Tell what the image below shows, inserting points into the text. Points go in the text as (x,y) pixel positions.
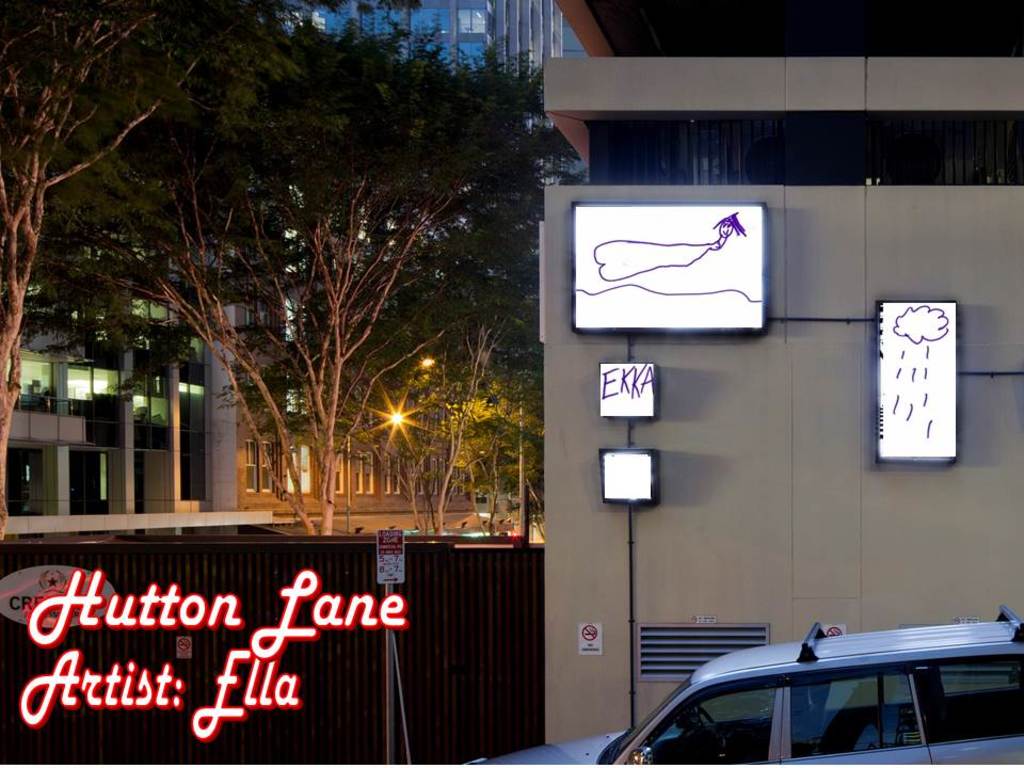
In this image, we can see a few buildings (345,491), windows (41,450), walls (57,522), pillars (67,505), trees (474,484), lights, boards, stickers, sign board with pole (387,735). At the bottom (542,761), we can see a vehicle (844,727). Here we can see some text (223,680).
